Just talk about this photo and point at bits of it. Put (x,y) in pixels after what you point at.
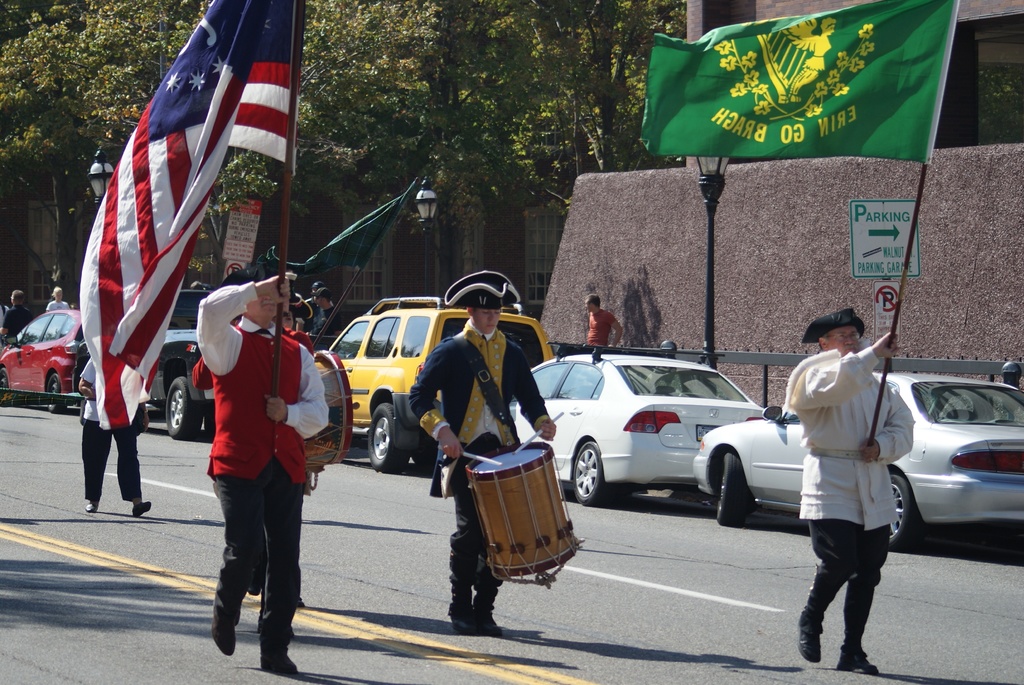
On the background (463,87) we can see trees (455,50), building (475,247) with windows (545,228). These are street lights (433,192). We can see vehicles (641,394) on the road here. We can see persons (889,406) holding flags (156,296) in their hands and walking. We can see this man (491,587) playing drums (467,468). We can see few persons (601,310) standing near to this fence (635,352).
